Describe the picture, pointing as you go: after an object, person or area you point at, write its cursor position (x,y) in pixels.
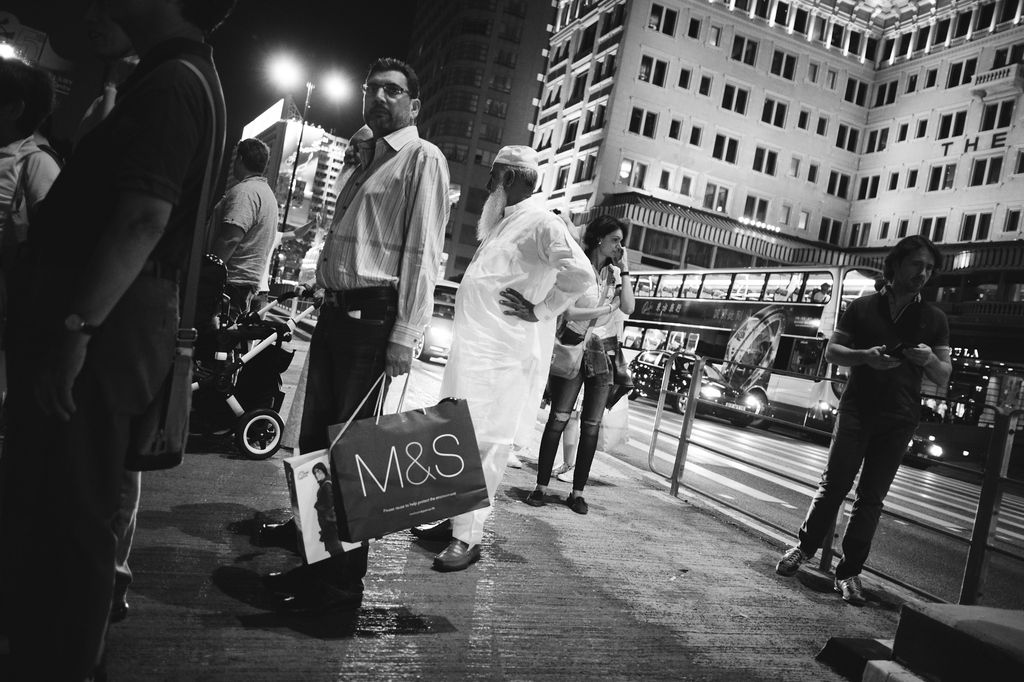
In this picture I can see there are few men (309,436) standing and few of them are holding carry bags (392,455), there is a woman (614,323), she is standing and is speaking. There is a road (640,458) on right side (908,550) and there are few vehicles (742,399) moving on the road (718,456) and there is a road (706,435), there is a pole (312,86) with lights (276,72) and the sky (325,35) is dark. This is a black and white image.
